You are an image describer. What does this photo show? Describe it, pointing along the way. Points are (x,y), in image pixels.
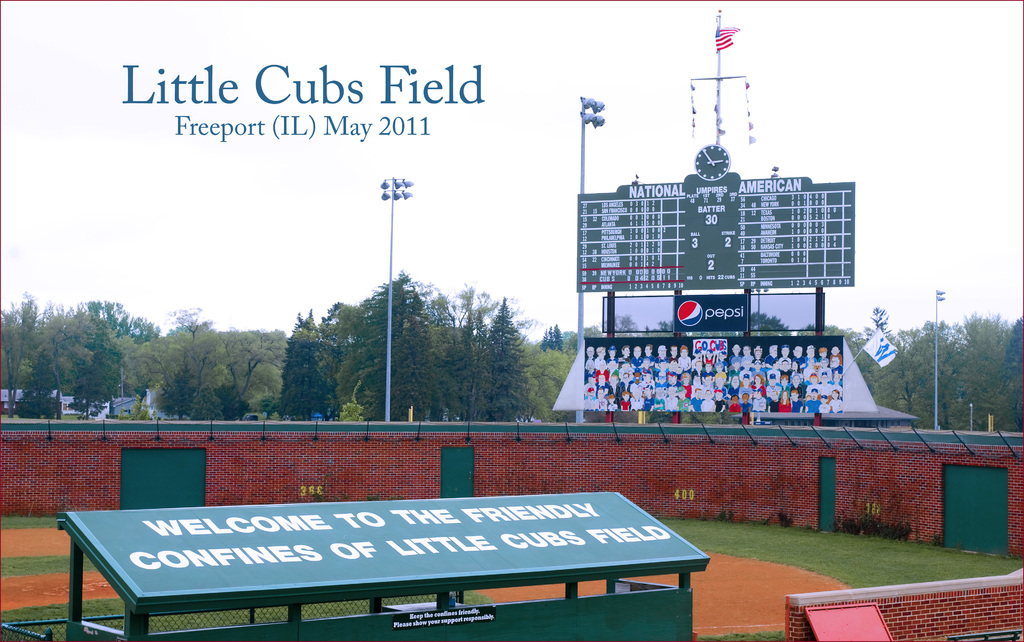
In this image I can see few boards (656,380), red colour wall (638,467), few poles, number of lights (635,183), a flag (727,33), a clock (709,151), number of trees (76,383) and I can also see something is written at few places.
